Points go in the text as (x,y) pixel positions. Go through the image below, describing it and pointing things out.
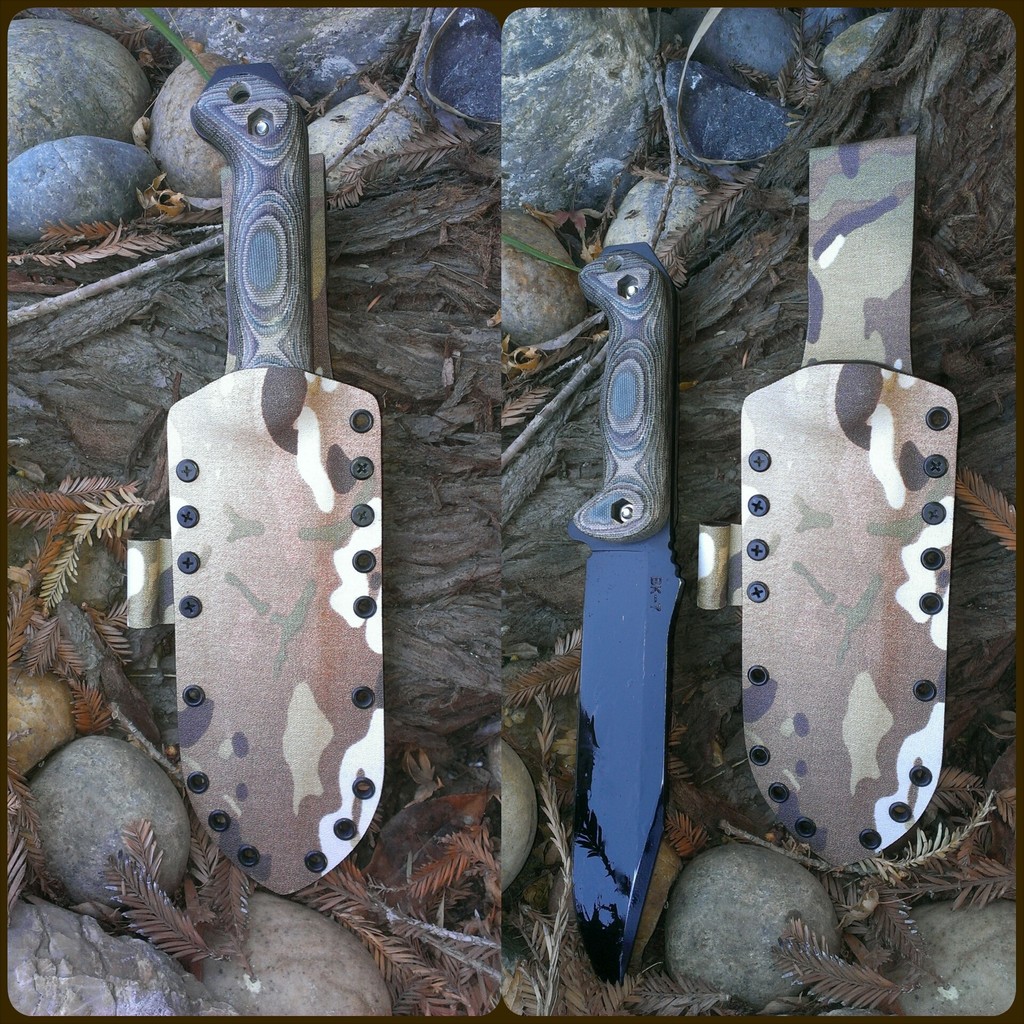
In this picture I can see that this is a collage image and on the right side of this picture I can see a knife (658,517) and on the left side of this picture (237,395) I can see a knife (232,238) and I see the stones (610,47) and the leaves (81,520).
